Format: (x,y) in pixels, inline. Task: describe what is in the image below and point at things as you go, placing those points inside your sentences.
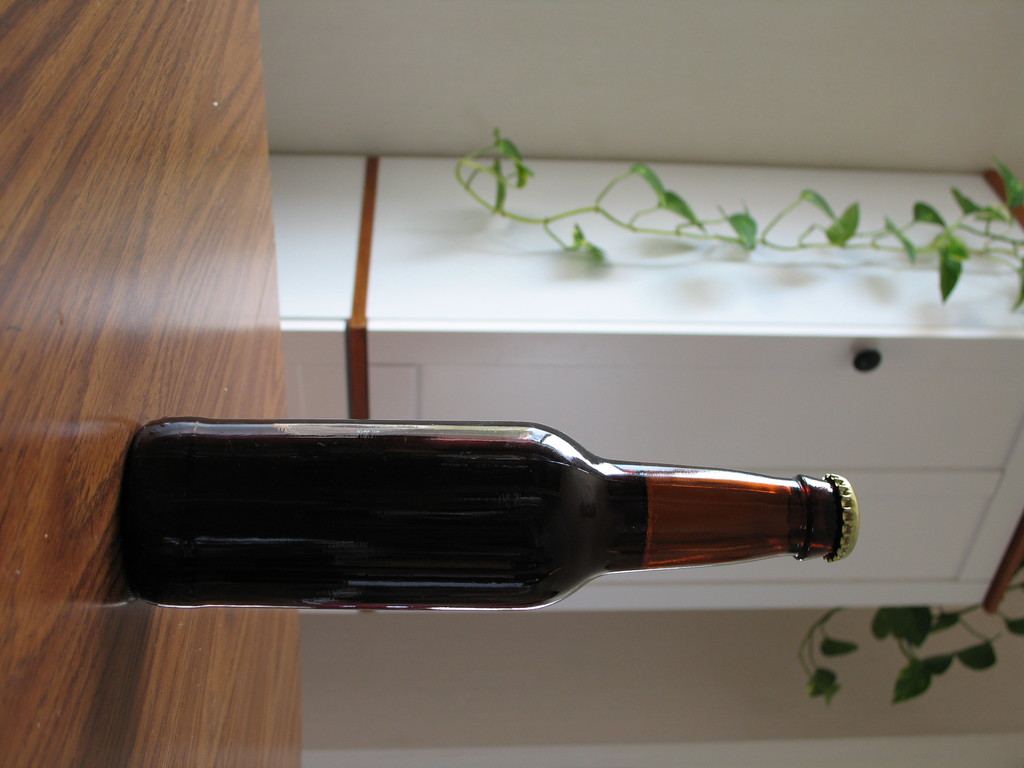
In this picture there is a bottle (272,511), placed on a table (118,475). In the background (609,664) there is a plant (750,240), cupboard (570,308) and a wall (488,85) here.
